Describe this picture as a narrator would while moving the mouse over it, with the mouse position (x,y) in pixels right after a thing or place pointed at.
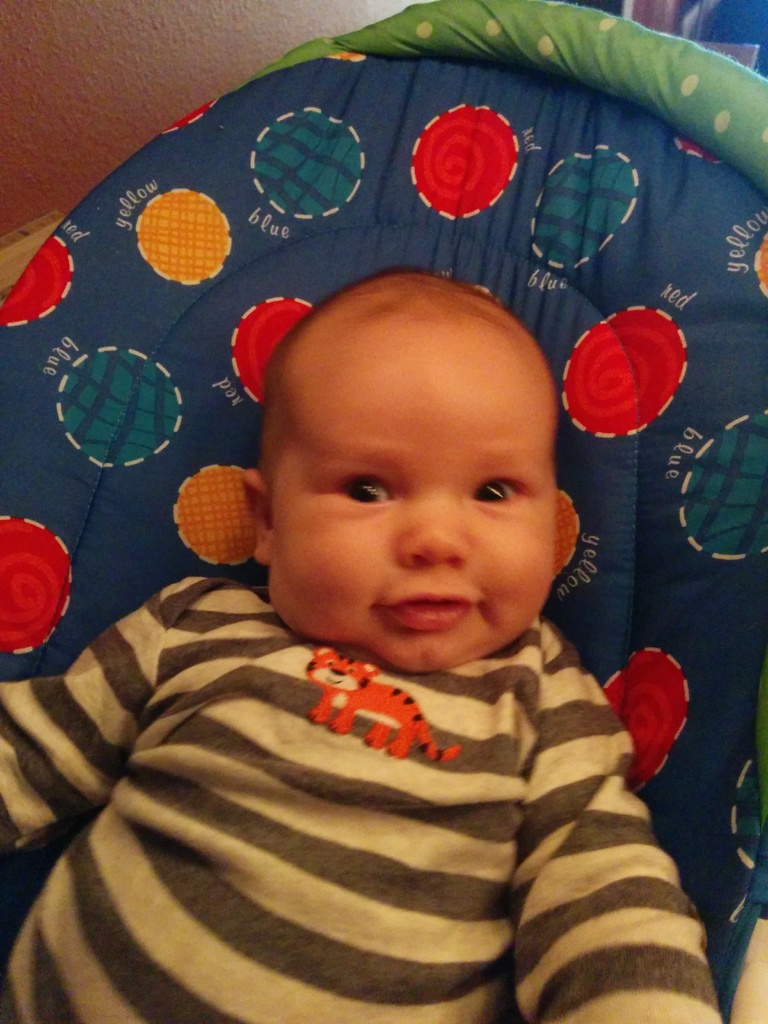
In this picture there is a kid (133,693) with grey t-shirt (171,909) is sitting in the baby traveler (764,223). In the top left (123,38) there is a wall (153,50).
